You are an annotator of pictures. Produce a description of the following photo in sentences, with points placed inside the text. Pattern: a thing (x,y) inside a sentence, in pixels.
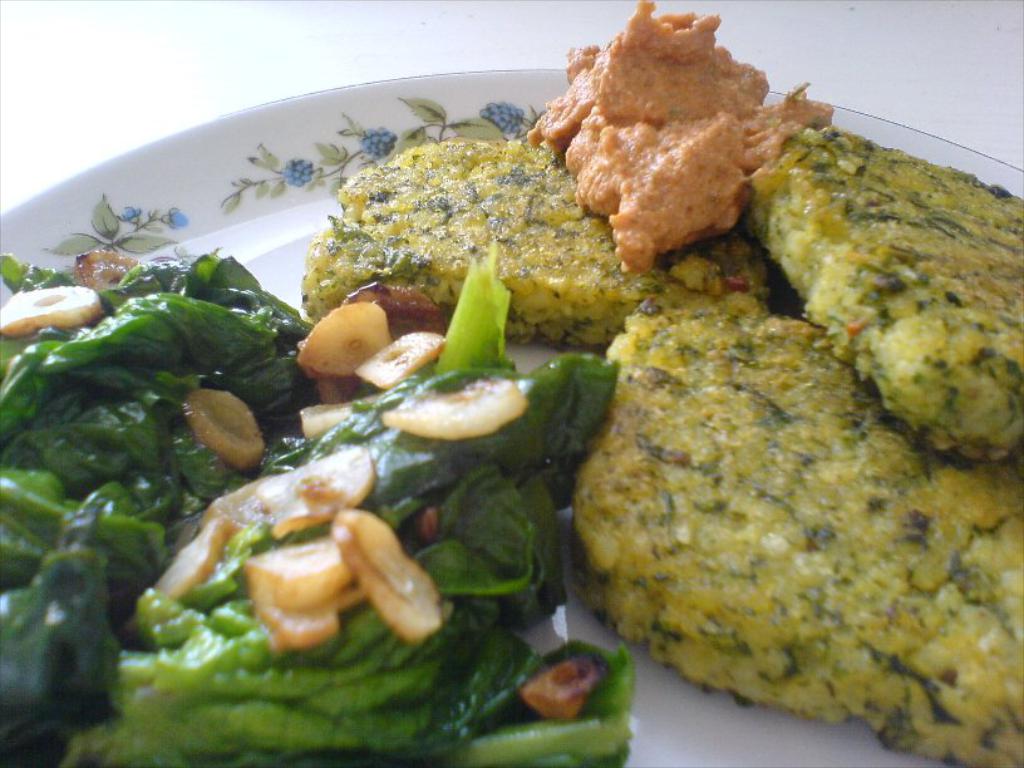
In the center of the image (651,391) we can see a food (489,540) placed on the plate (293,250).
